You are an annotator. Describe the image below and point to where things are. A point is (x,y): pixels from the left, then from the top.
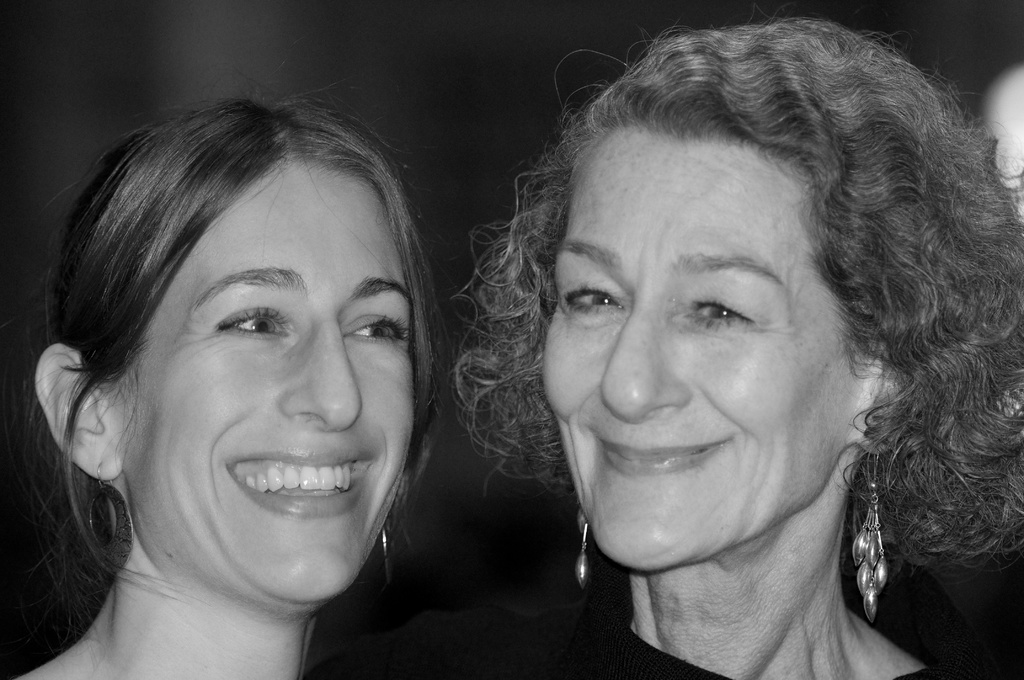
It is a black and white image. In this image there are two persons (480,333) wearing a smile on their faces (752,370).
